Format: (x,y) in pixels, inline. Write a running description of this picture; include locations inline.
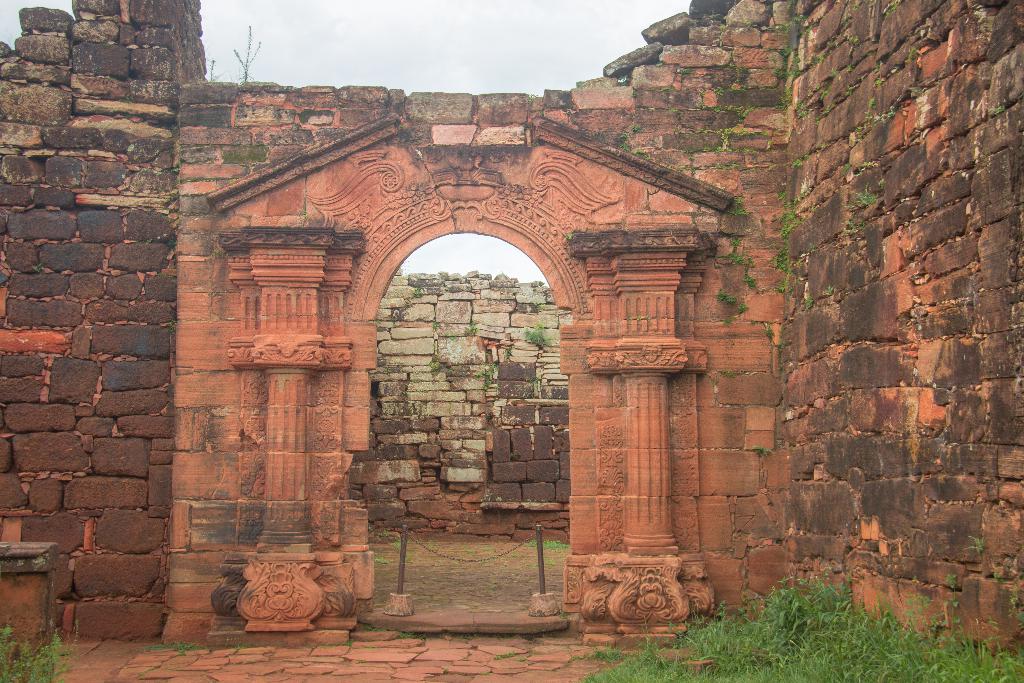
In this image I can see a building (855,532), green grass (835,664), poles (541,567), chain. The sky (564,58) is in white color.
